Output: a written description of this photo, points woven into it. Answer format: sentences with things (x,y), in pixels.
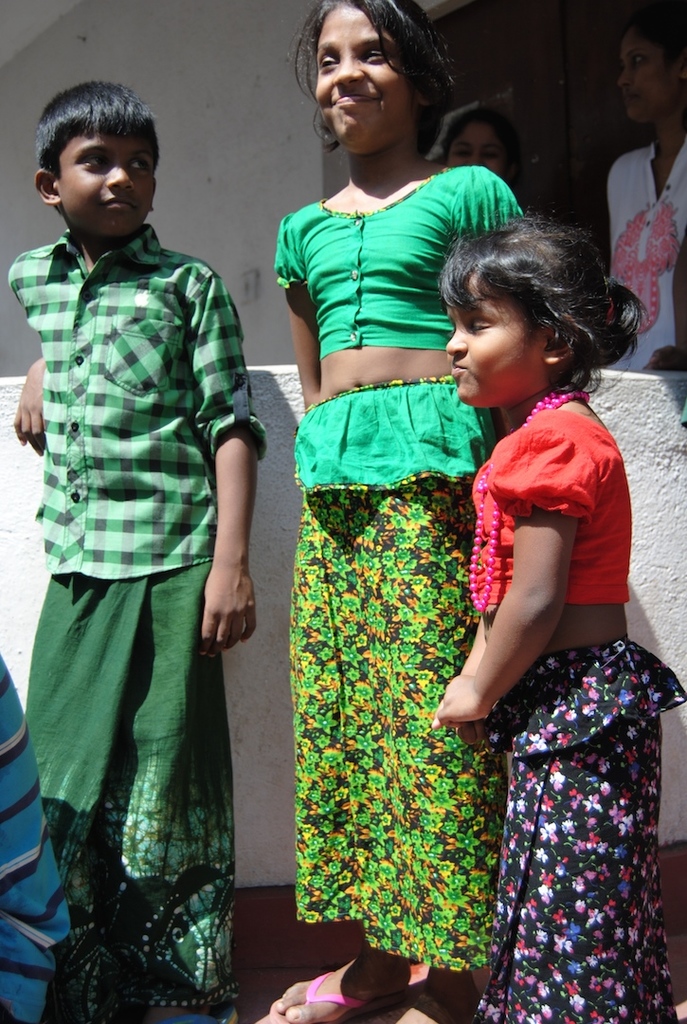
In this picture there are group of people (326,218) standing At the back (267,298) there is a building (169,235).
